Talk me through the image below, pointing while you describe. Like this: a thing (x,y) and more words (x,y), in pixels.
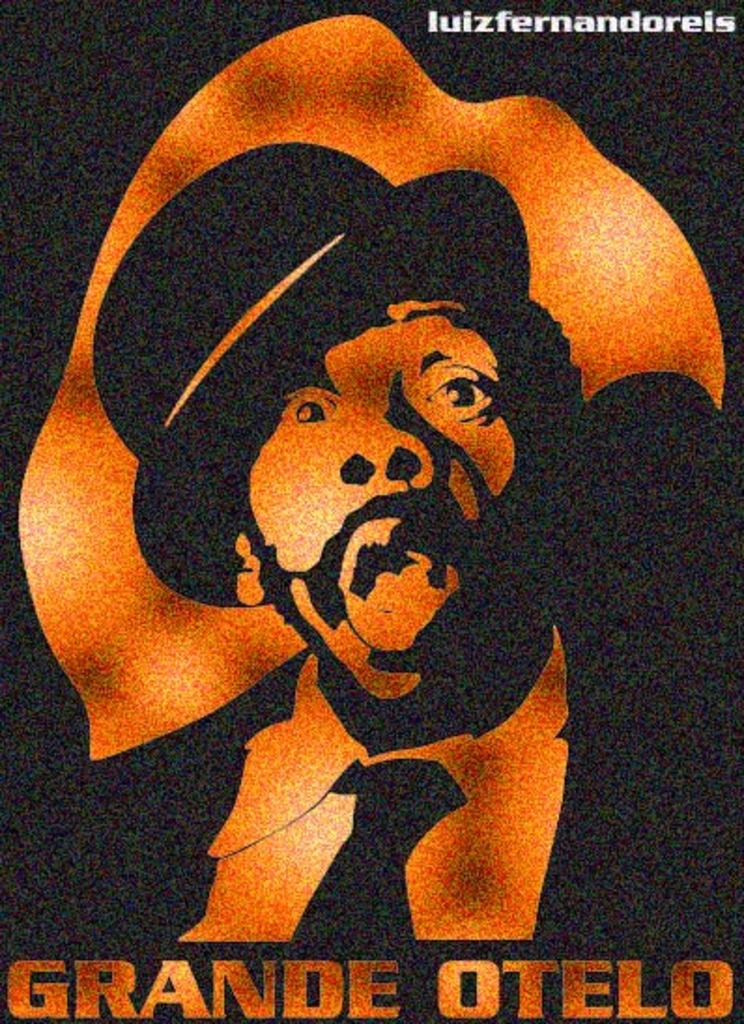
In this picture we can see a poster (251,1003). In this poster (442,358), we can see a person (438,322) and a watermark (674,20).
